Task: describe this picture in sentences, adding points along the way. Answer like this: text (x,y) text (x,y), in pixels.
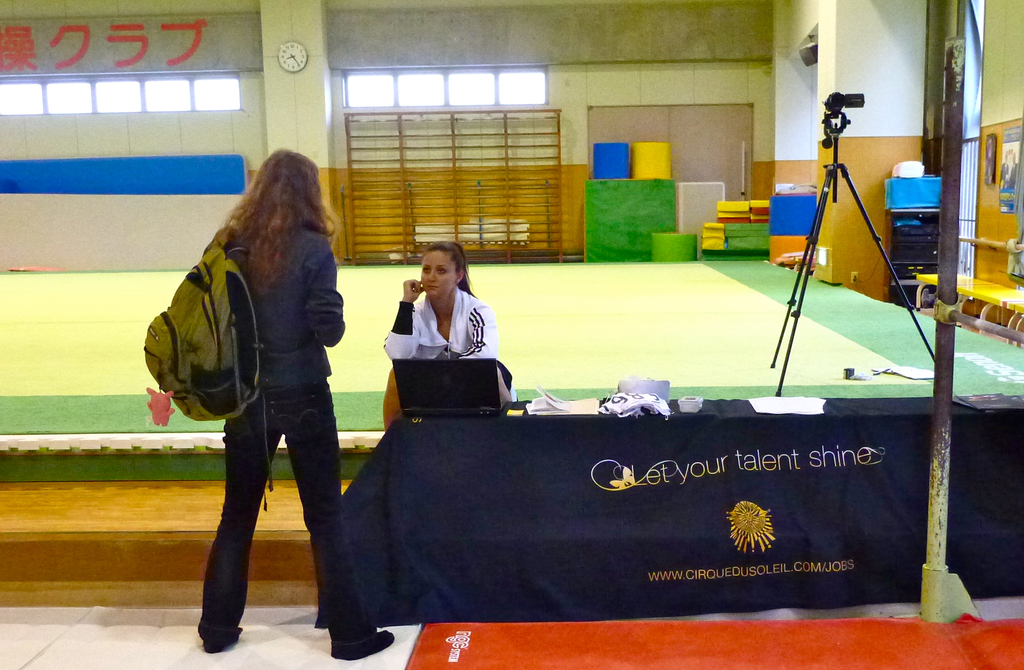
In the center of the image (415,334) there are two girls (467,336). There is a table (474,611) with cloth (888,423) on it. There is a laptop (480,412) on the table (571,454). In the background of the image (579,88) there is a wall (572,100). There is a clock (286,63). To the right side of the image (824,101) there is a video recorder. At the bottom of the image (654,655) there is a carpet (615,640).
